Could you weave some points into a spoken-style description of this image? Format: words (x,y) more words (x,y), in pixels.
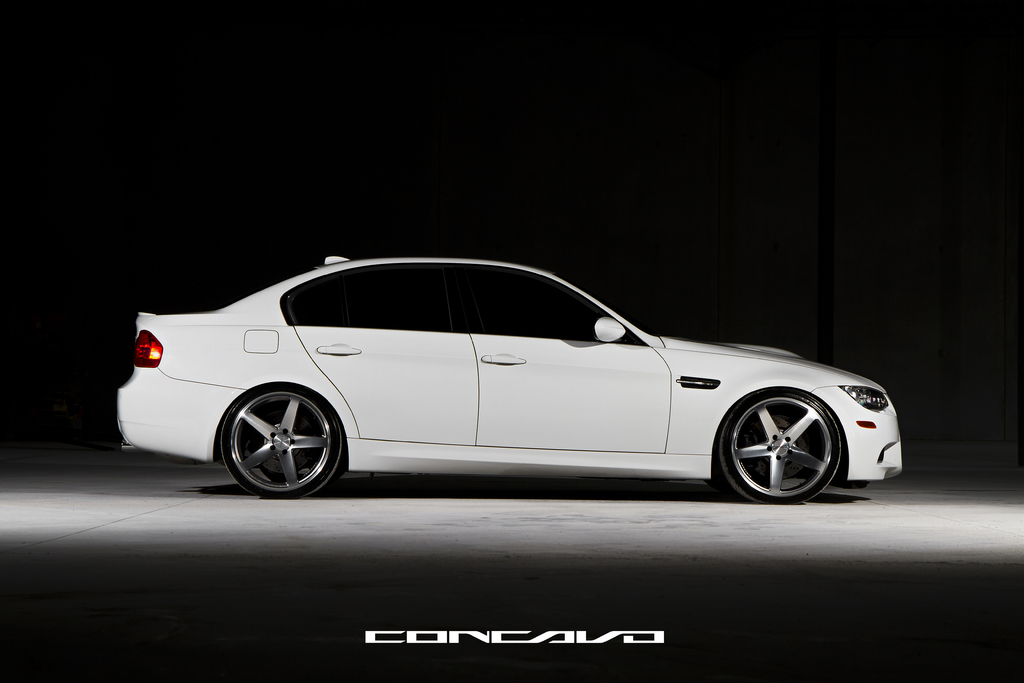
This picture seems to be clicked inside. In the center (598,394) there is a white color car (388,421) parked on the ground (733,540). In the background (629,194) we can see the wall (879,269). At the bottom (416,644) there is a text (499,634) on the image.
